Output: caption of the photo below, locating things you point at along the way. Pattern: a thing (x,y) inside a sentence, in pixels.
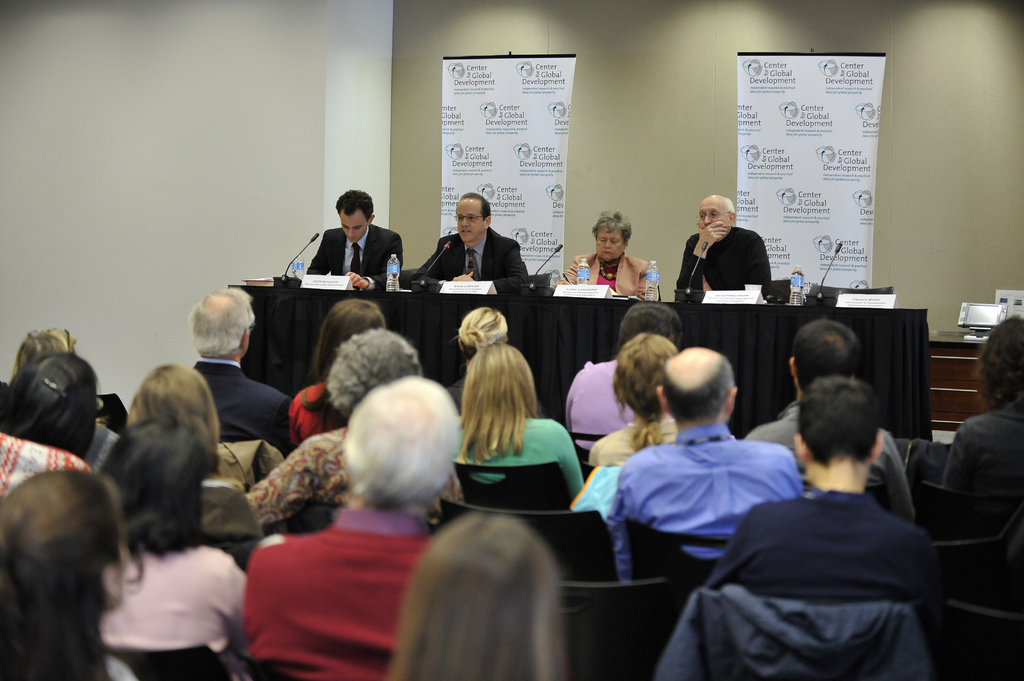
There are four persons (727,265) sitting on the chairs (785,296). This is a table (540,335). On the table (441,354) there is a cloth (775,325), boards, name boards (584,291), and mike's (695,291). There are group of people (642,421) sitting on the chairs (983,676). In the background (313,26) we can see banners (801,132), screen (979,313), and wall (956,148).
